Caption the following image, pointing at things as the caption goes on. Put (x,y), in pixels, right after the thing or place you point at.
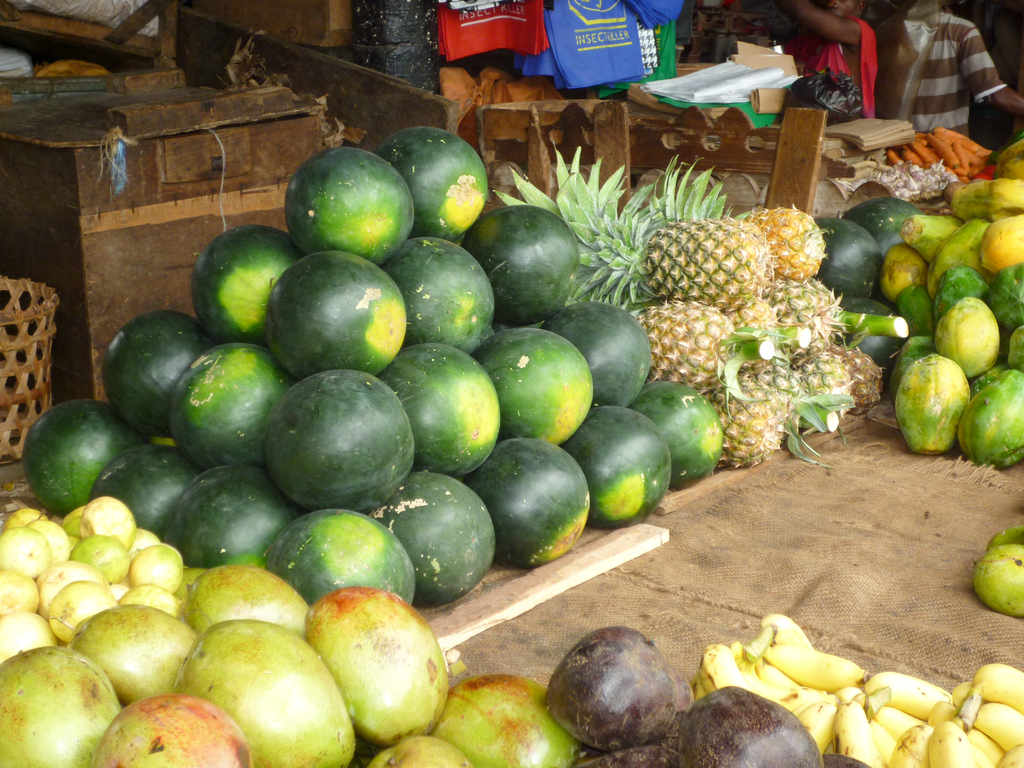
In the image there are watermelons (623,400), pineapples (793,267), papaya (938,314), carrot (924,136), t-shirts (574,33) and in the background (852,68) there are two people (869,75). There are some wooden objects (378,80) behind the fruits (438,301).
